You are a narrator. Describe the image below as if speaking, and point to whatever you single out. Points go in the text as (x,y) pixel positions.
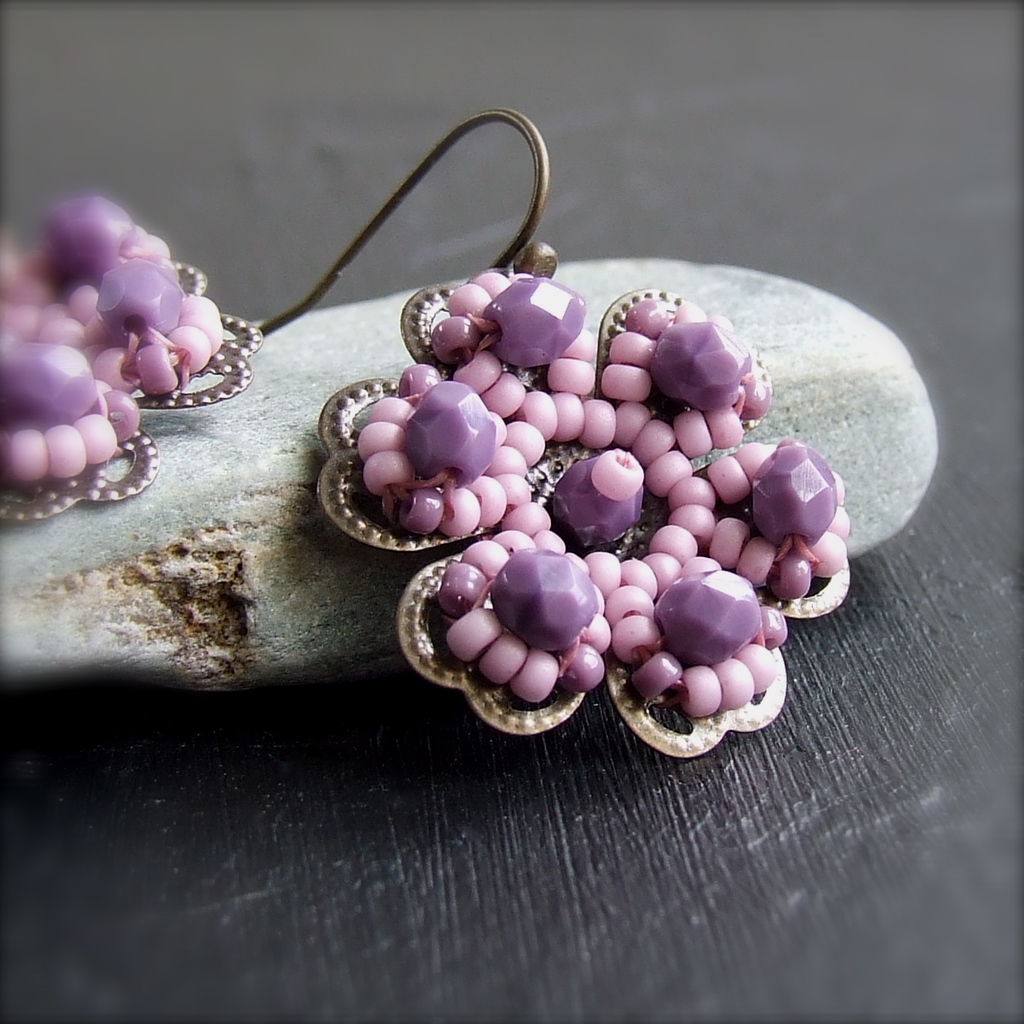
In this image, we can see earrings (339,413) are placed on the stone (331,598). This stone (343,593) is on the wooden surface (783,820).
